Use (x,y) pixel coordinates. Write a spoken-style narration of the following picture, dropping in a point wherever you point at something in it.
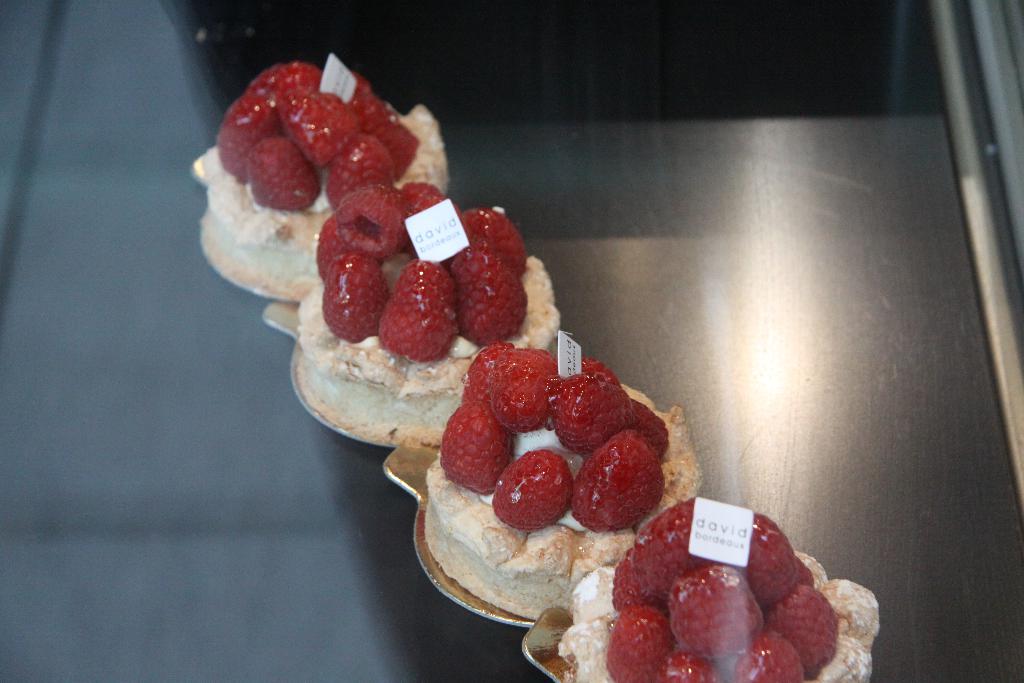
In this picture, we see the pastries (435,381) are placed on the table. We see the raspberries (450,294) and the small white cards (429,260) are placed on the pastries (481,346). On the right side (760,342), we see a wall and a steel table (701,340).
